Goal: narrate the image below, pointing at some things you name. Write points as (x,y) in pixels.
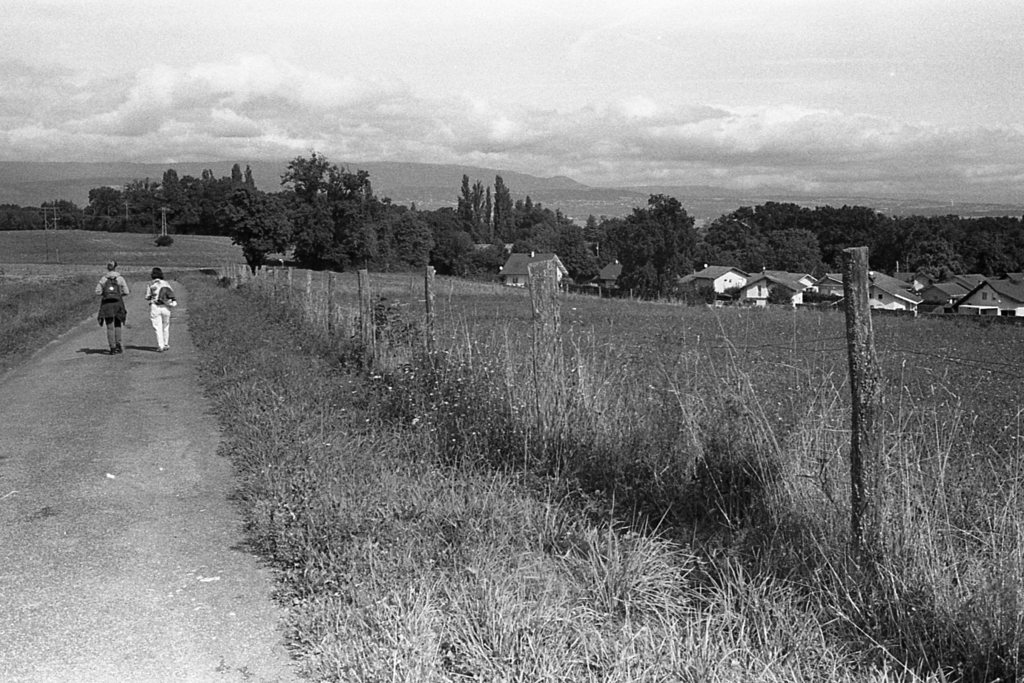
In this picture we can see two person (113,310) walking here, at the bottom (520,544) there is grass (665,555), we can see some houses (905,299) here, in the background (722,264) there are some trees (419,219), we can see the sky (552,53) at the top of the picture (584,56).
